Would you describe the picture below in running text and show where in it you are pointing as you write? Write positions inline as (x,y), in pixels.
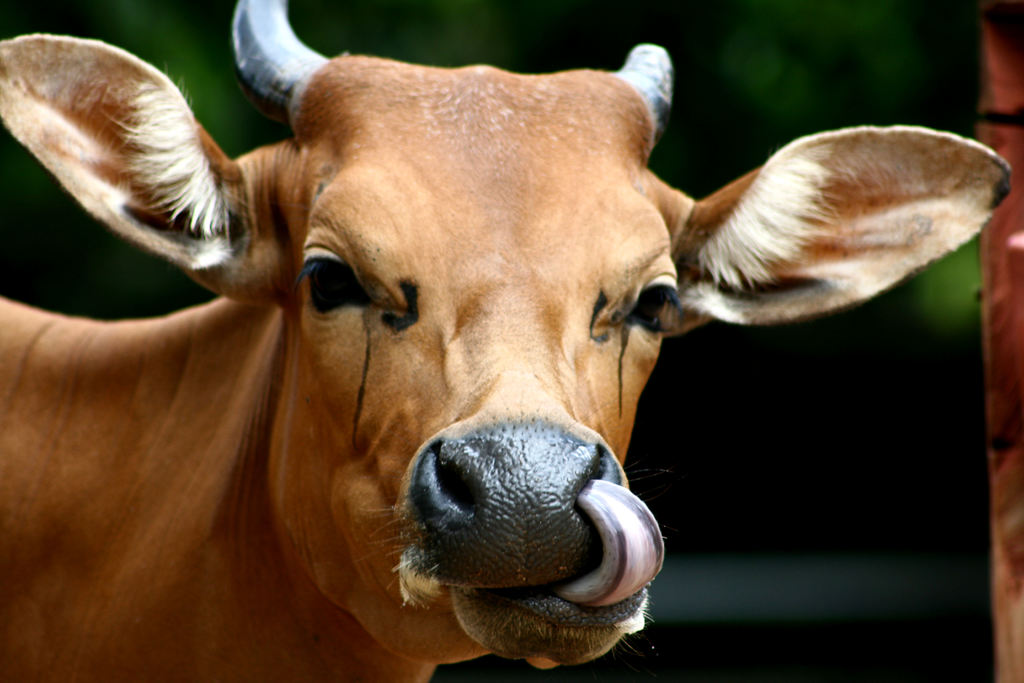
In this image I can see a cow (288,457) which is brown, black and cream in color. I can see the blurry background (762,451) which is green and black in color.
